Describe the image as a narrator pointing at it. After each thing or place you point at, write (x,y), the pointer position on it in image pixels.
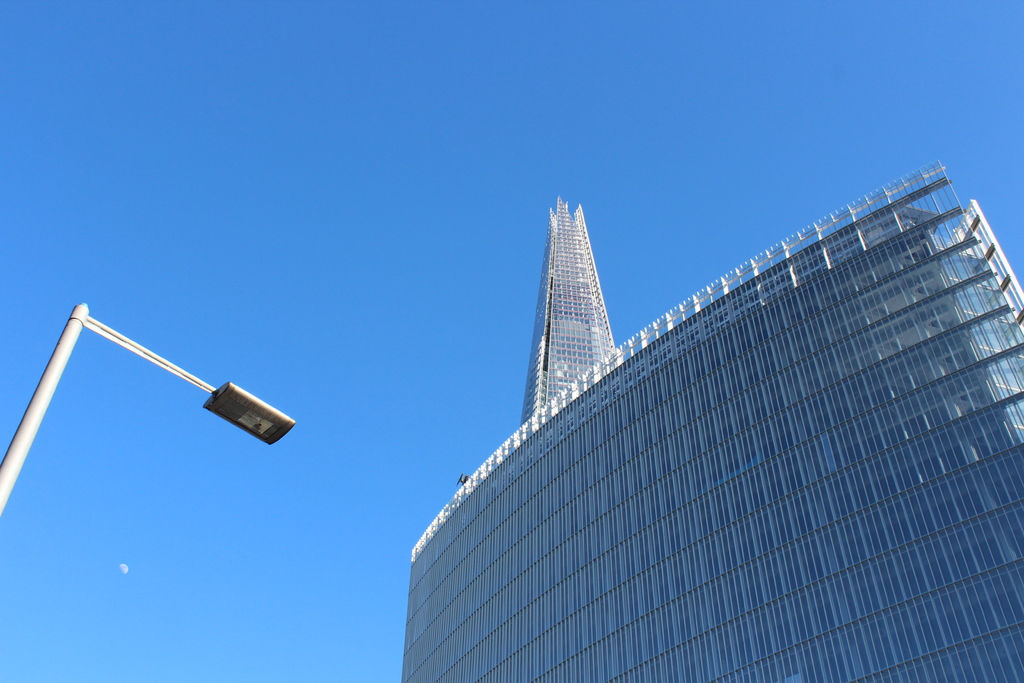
In the image we can see a building (690,517), made up of glass (690,539). We can even see a light pole (171,368), blue sky (178,417) and a half moon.
